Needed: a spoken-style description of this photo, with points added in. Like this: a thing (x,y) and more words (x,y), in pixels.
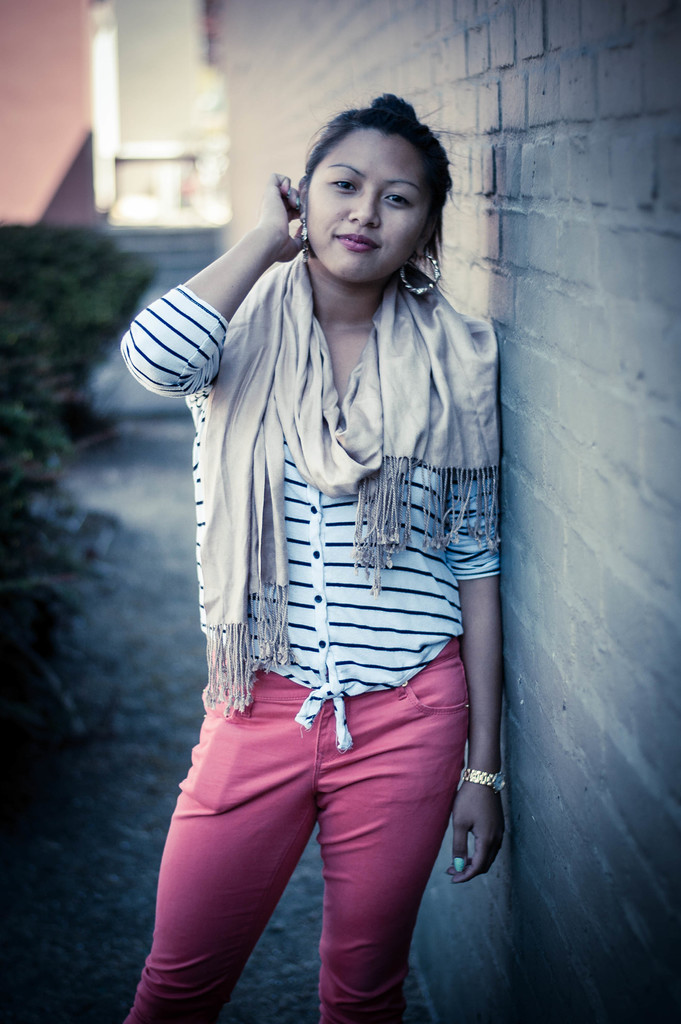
In this image we can see a woman (408,366) standing. We can see the wall (245,143) and the blurred background (206,36).
